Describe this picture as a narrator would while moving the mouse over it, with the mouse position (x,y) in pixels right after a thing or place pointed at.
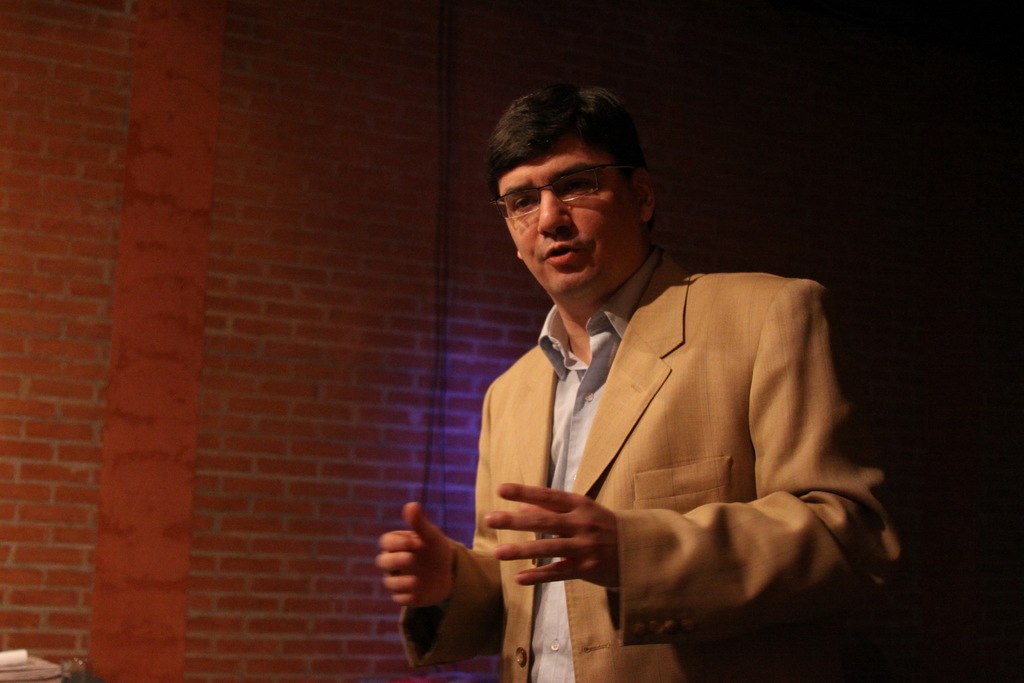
This picture seems to be clicked inside the room (700,249). On the right (700,366) we can see a person (578,188) wearing blazer (666,382), standing and seems to be talking. In the background (170,224) we can see the brick wall (328,296) and some other objects (27,663).
